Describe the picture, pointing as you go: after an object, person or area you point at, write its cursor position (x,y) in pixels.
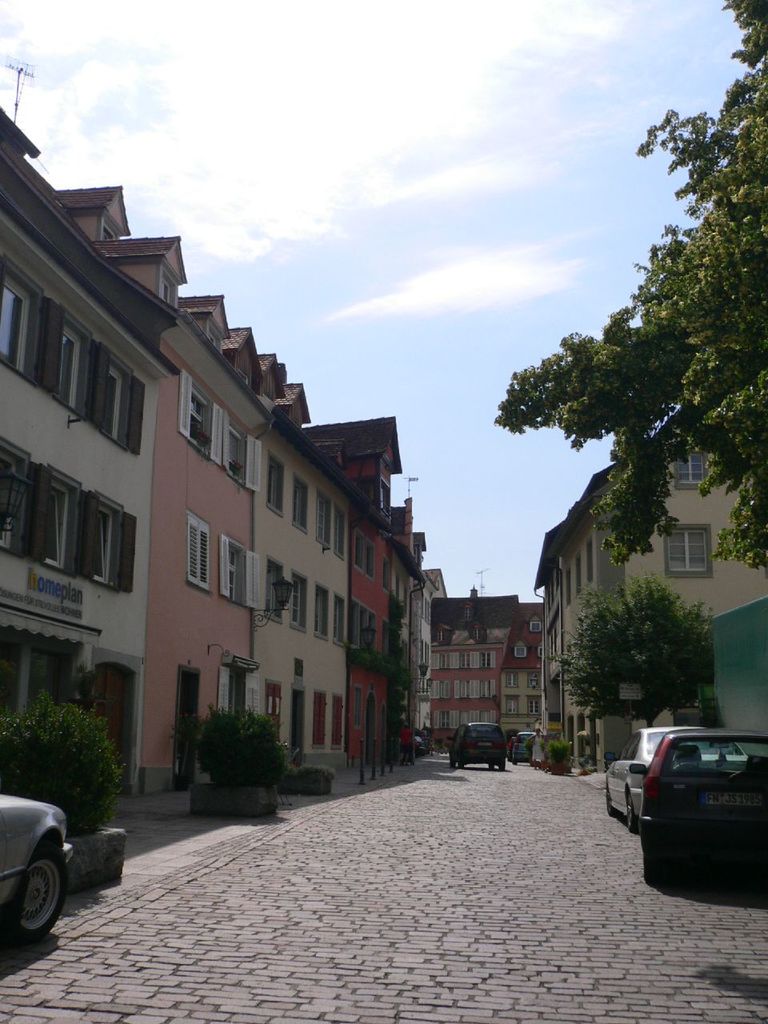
In this image we can see buildings (156,612), plants (244,761), vehicles (523,740), trees (655,693) and cloudy sky (415,147). Lamps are attached to the walls (338,644).
